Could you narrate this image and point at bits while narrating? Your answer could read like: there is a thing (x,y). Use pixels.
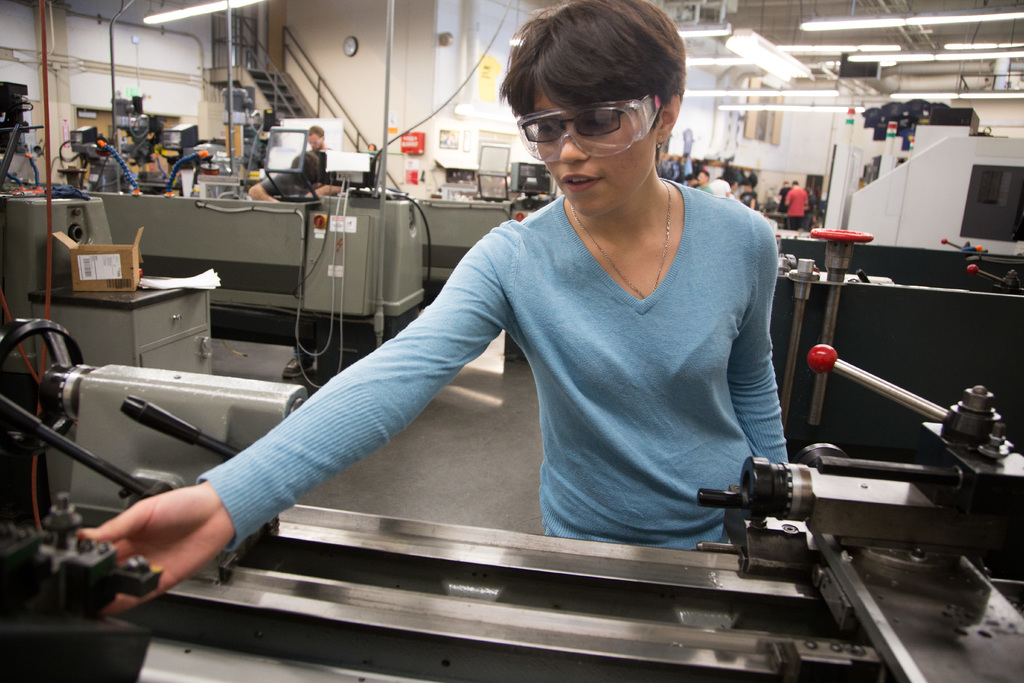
In this image we can see there is a person (620,200) standing in front of the some equipments (58,462), behind the person (658,330) there are a few people (749,198) standing in front of some other equipments (219,196). At the top (828,53) there is a ceiling (816,67) with lights (807,92).
